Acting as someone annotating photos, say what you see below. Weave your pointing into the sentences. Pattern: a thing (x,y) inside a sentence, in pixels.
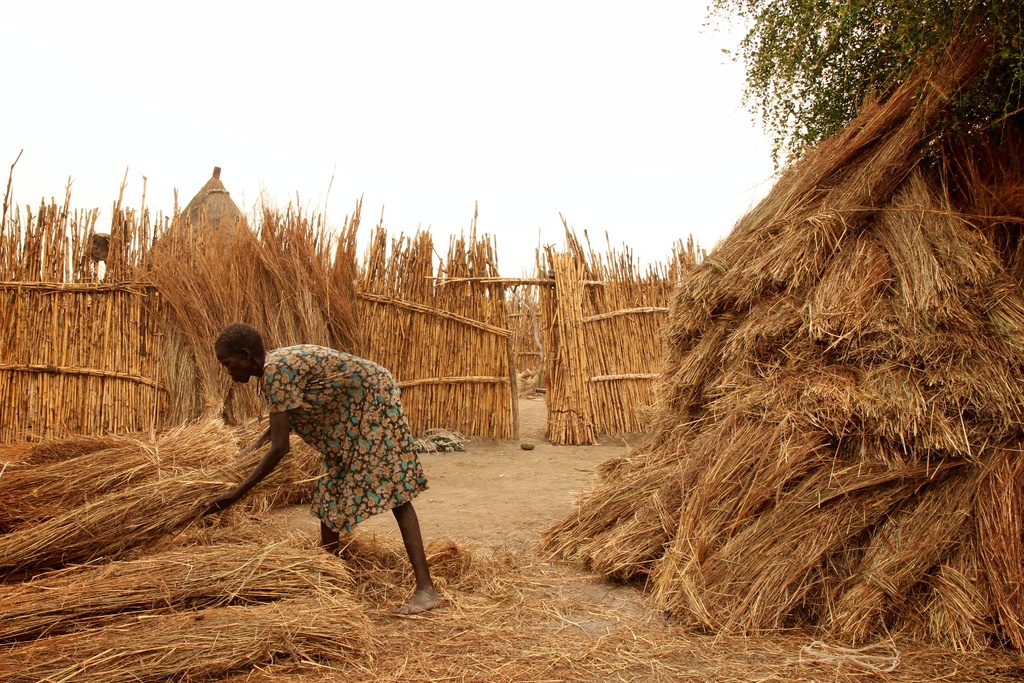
In this image there is a woman (373,500) in the middle (359,397) who is standing and trying to hold the dry grass (200,469) which is in front of her. On the right side (843,322) there are grass bundles (859,321) kept one above the other. At the top (873,23) there is the tree (873,29). In the background (435,286) there is a fence (427,305) which is made up of dry grass (611,302).
